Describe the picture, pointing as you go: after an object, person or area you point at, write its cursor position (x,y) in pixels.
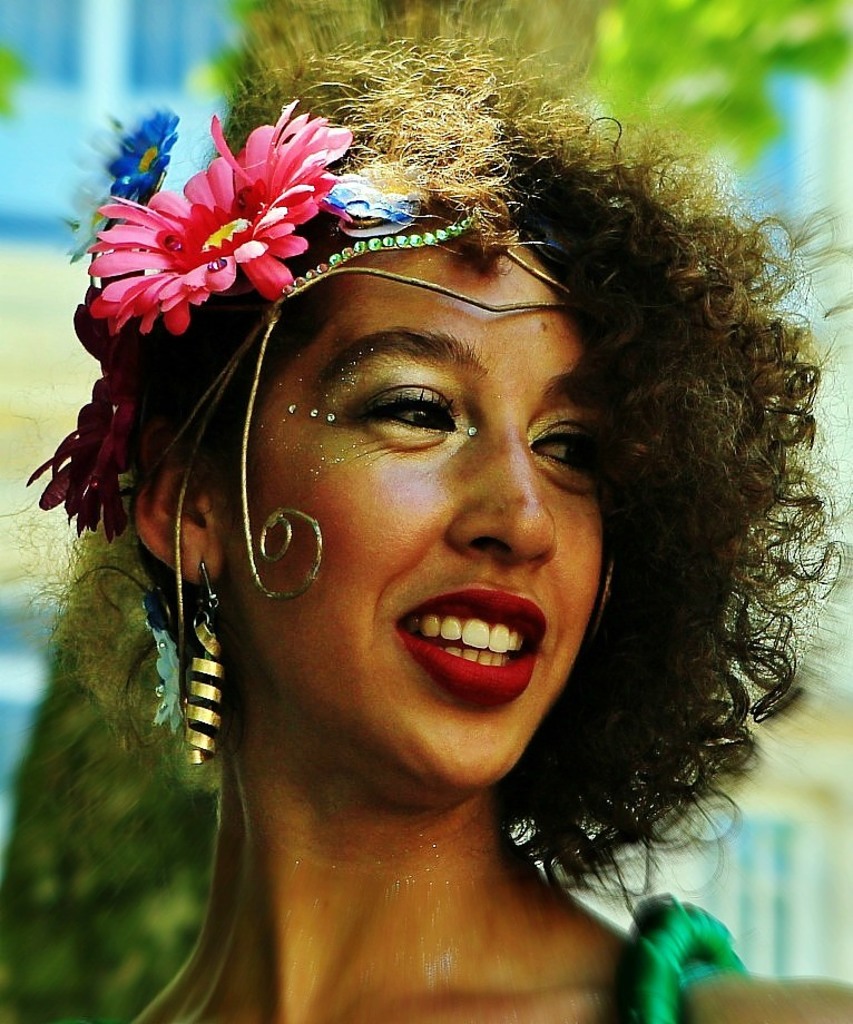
In this image there is a face (398,573) of a girl (478,770). She is wearing the earrings (202,735) and a flower wreath (292,231).
